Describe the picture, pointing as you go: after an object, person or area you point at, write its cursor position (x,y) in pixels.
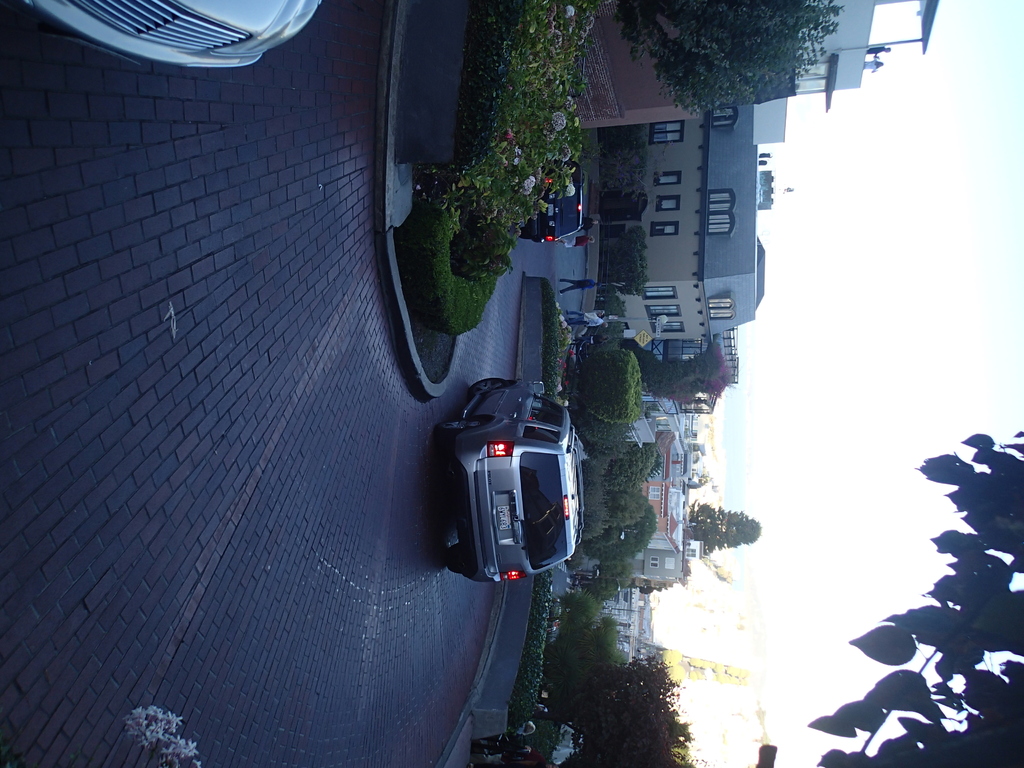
In this image there are vehicles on the road (264,498). Top of the image (515,75) there are plants (499,174) having flowers (555,115). Few people (567,245) are walking on the road (571,297). Background (637,85) there are plants (616,173), buildings (707,273) and trees (654,740). Right side (817,451) there is sky (872,361). Right bottom there are branches (936,704) having leaves (897,700).
